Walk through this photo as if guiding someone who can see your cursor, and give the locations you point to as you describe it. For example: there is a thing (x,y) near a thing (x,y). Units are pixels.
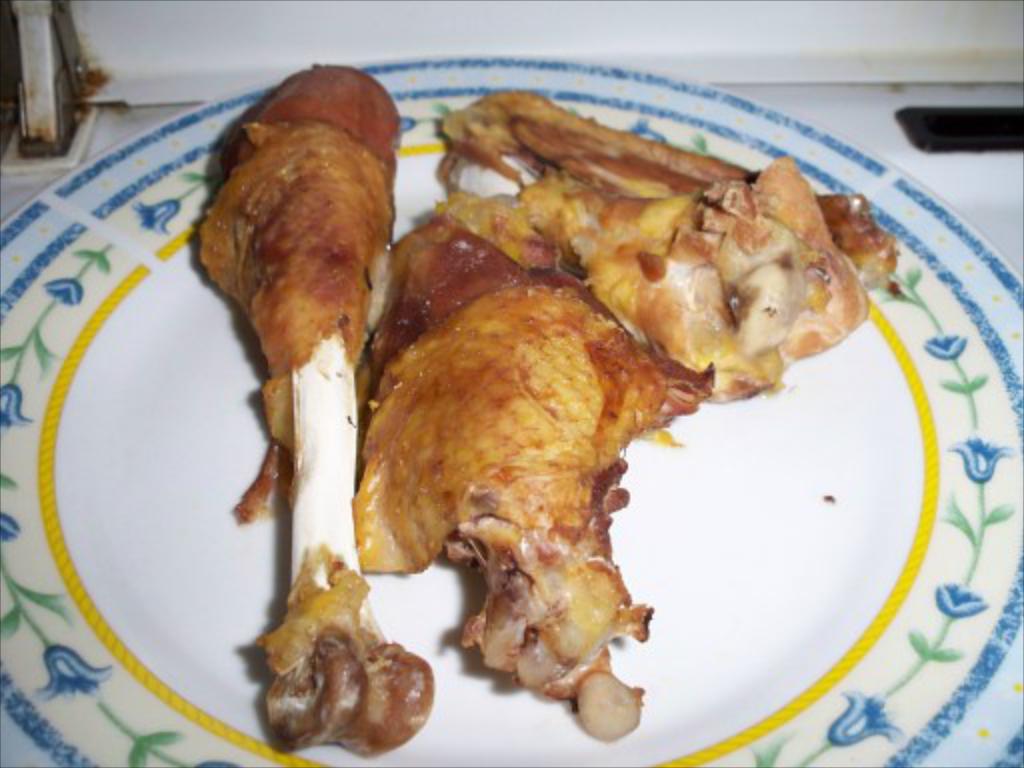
In the picture there is a plate (1007,710) with food items (631,327) present.
